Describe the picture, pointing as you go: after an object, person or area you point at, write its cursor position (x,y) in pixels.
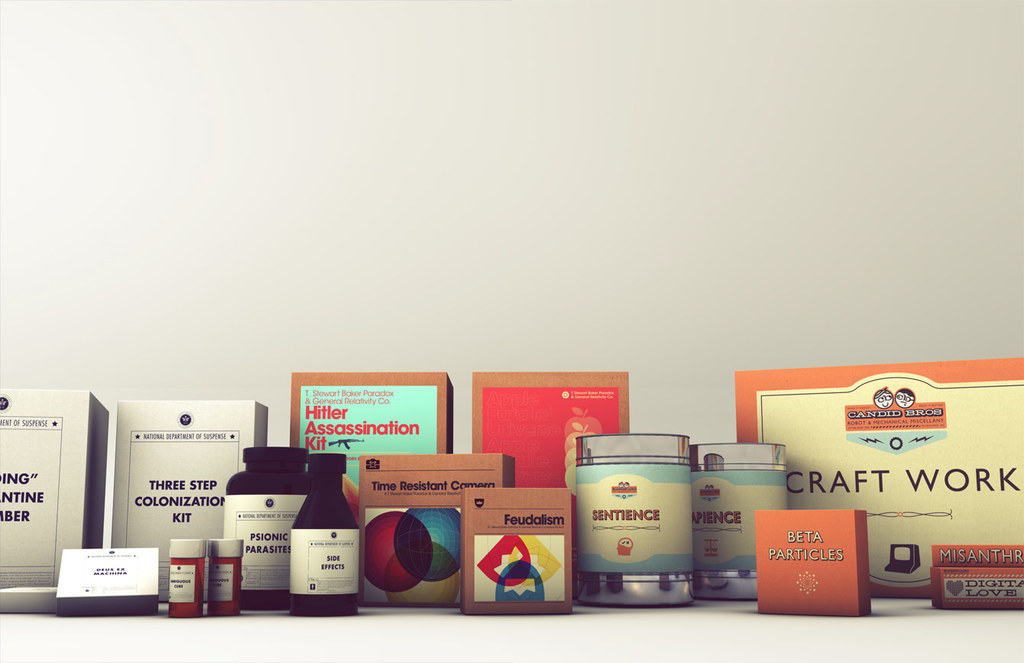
In this picture we can see boxes (985,604) and bottles (305,558) on a platform (914,627). There is a white background (726,215).
